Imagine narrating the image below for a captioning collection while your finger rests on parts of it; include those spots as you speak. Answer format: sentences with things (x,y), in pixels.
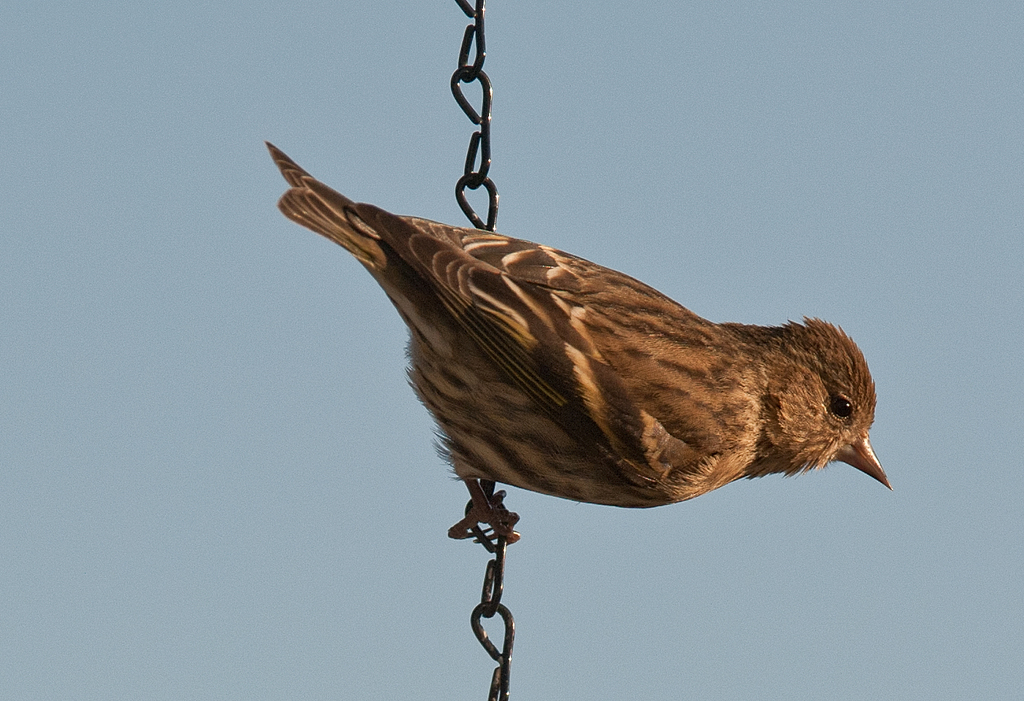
In this image, we can see a bird (527,466) is on the chain (467,167). Background (546,643) we can see the sky (681,659).
